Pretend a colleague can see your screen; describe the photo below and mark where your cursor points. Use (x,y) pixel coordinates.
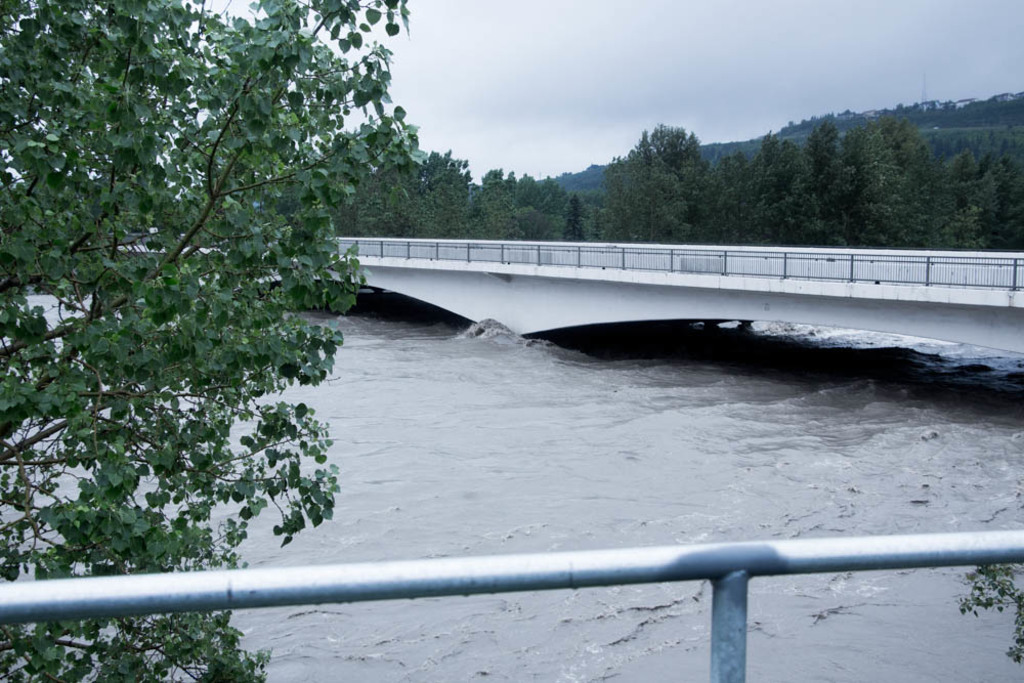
In the foreground of this image (505,577), there is a rod (435,577), tree (168,437) and the water (539,511). In the background (632,285), there is a bridge (893,289), trees (675,177) and the cloud (566,83).
